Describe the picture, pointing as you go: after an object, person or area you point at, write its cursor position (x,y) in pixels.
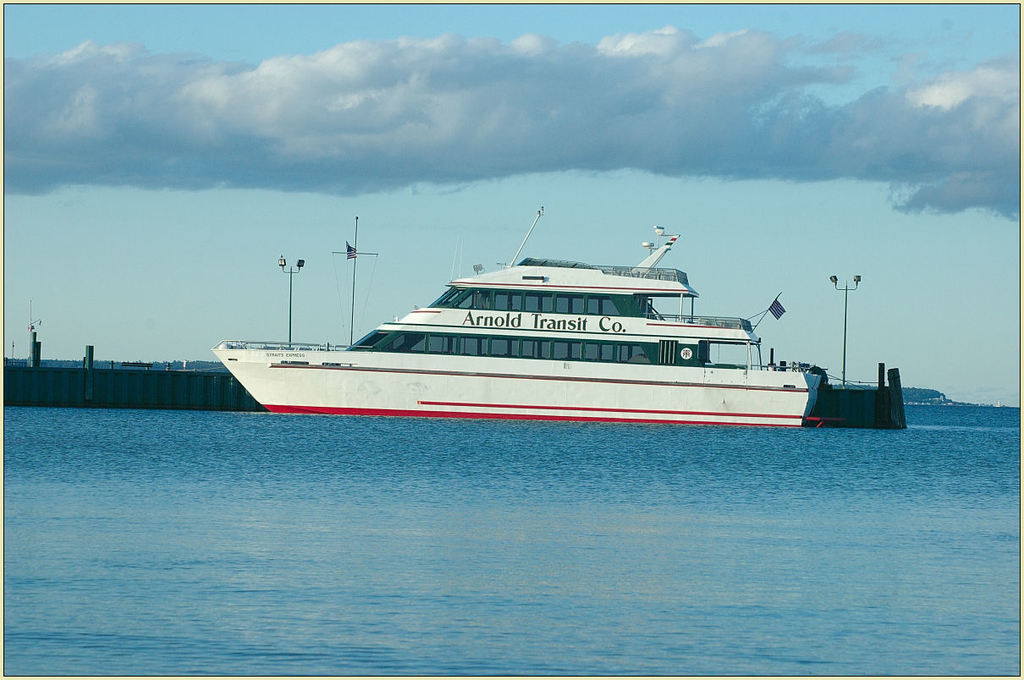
In this image there is a ship (325,379) on the river (237,477), behind the ship (601,404) there is a railing (229,391) and few poles (31,354), mountains (45,365) and the sky (483,155).
